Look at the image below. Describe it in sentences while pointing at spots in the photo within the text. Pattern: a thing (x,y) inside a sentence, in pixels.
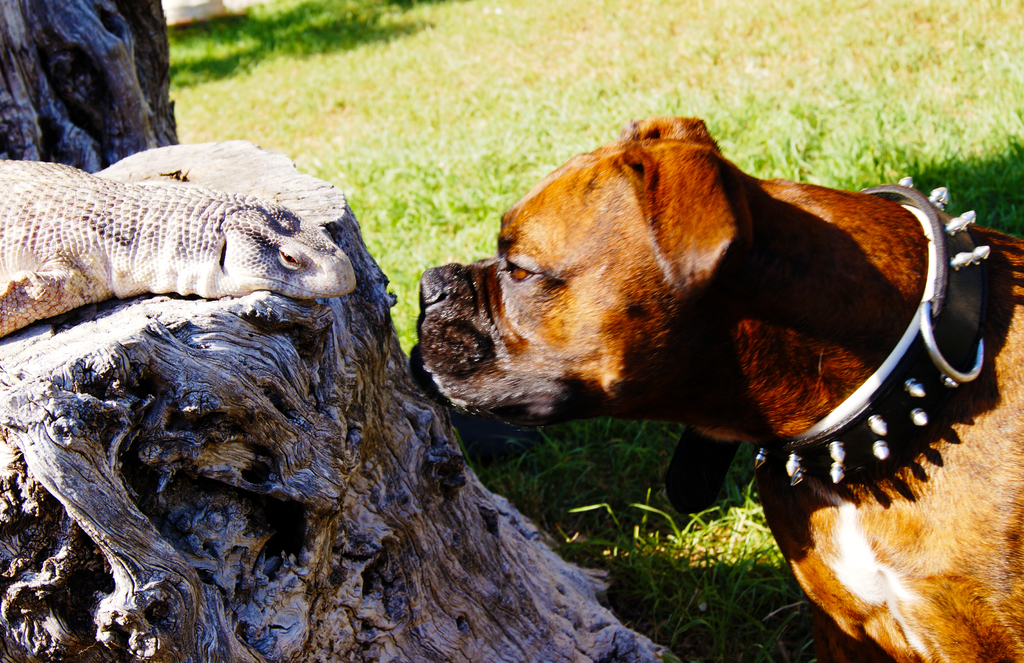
In this image, we can see some animals (693,345). Among them, we can see an animal (42,198) on the trunk (232,415) of a tree (440,418). We can also see the ground (508,203) covered with grass (584,43).
